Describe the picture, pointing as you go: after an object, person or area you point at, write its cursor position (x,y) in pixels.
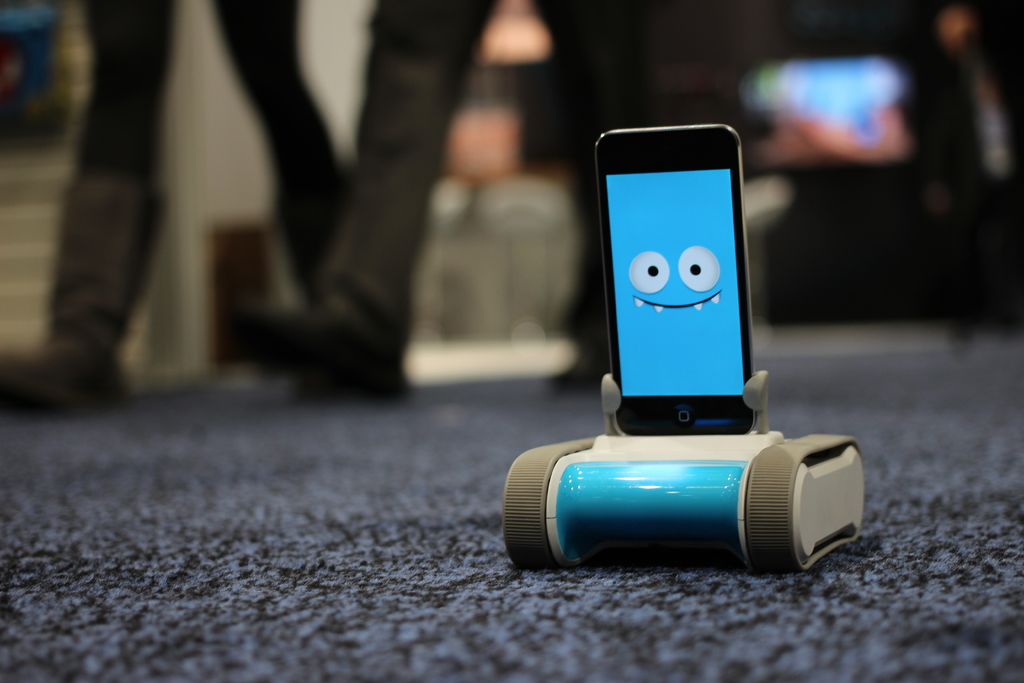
In this picture is a mobile phone (698,290) which is kept on this robot (641,482). At the bottom (347,571) I can see the grey color carpet (462,603). In the back (119,377) I can see some person's legs (589,150) who are walking. In the background (831,344) I can see the blur image.
